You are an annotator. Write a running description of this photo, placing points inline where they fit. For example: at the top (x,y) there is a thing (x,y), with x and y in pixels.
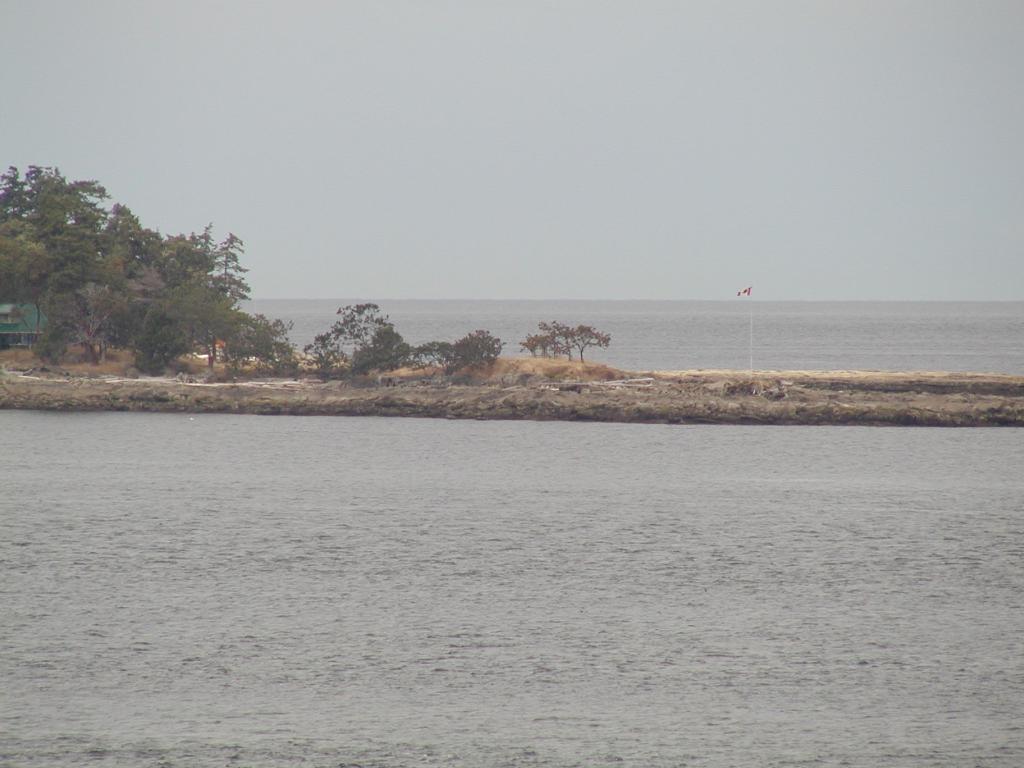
This image consists of water (510,571). It looks like it is clicked near the ocean (897,610). And there are trees (30,252) and plants (179,322) along with a flag (752,344) on the ground (640,403).
